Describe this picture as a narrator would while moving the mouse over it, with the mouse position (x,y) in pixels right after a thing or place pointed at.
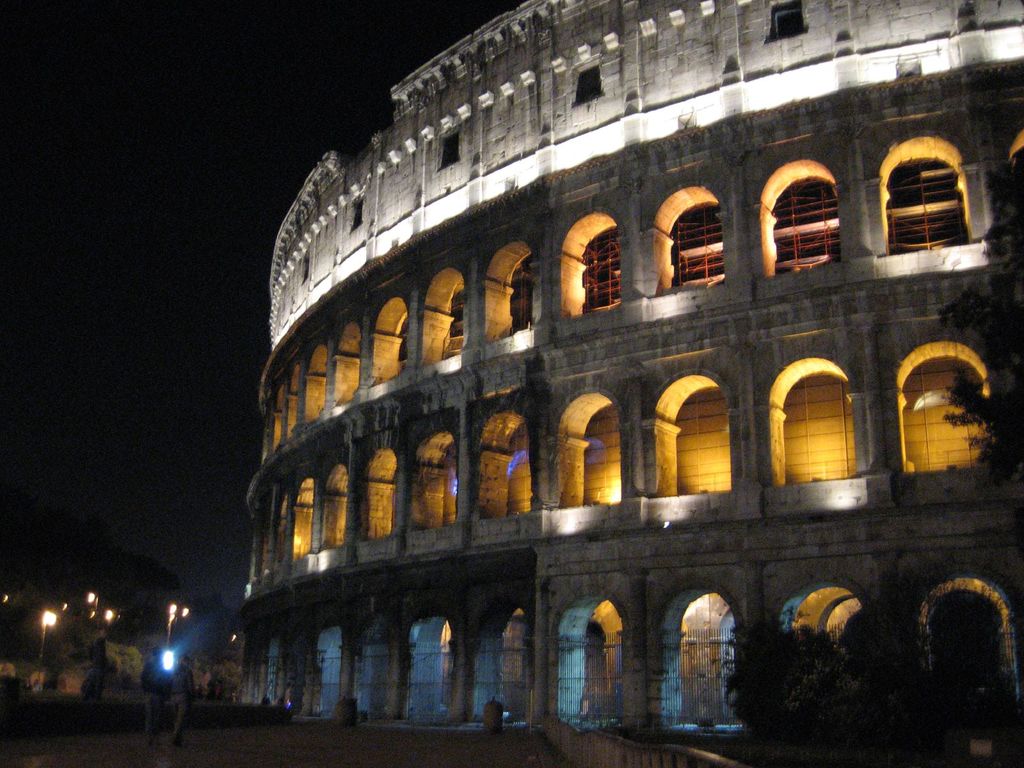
In this picture I can see there is a building (579,431) and there are few people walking here. There are lights (298,381) attached to the building (634,453) and the sky (137,202) is dark.
